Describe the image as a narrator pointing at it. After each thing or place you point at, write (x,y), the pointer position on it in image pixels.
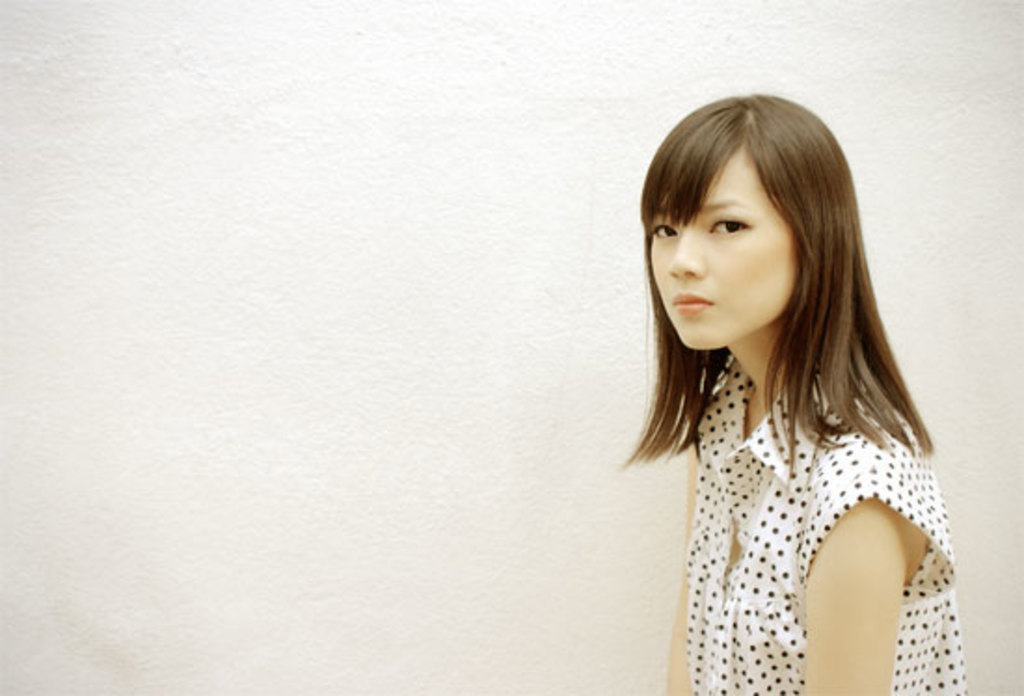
In this image I can see the person (642,455) with white and black color dress (705,537). She is to the side of the white wall (267,276).
